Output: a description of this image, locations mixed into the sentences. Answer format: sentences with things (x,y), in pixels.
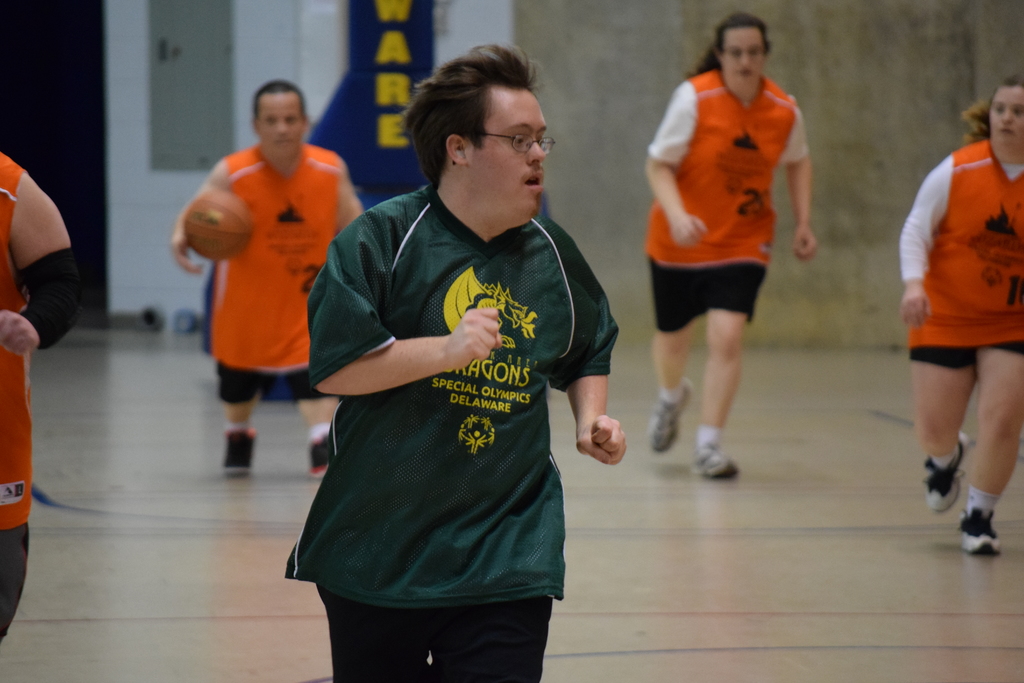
In this picture we can see a group of people (459,485) on the floor (749,544) and one person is holding a ball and in the background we can see a wall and some objects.
